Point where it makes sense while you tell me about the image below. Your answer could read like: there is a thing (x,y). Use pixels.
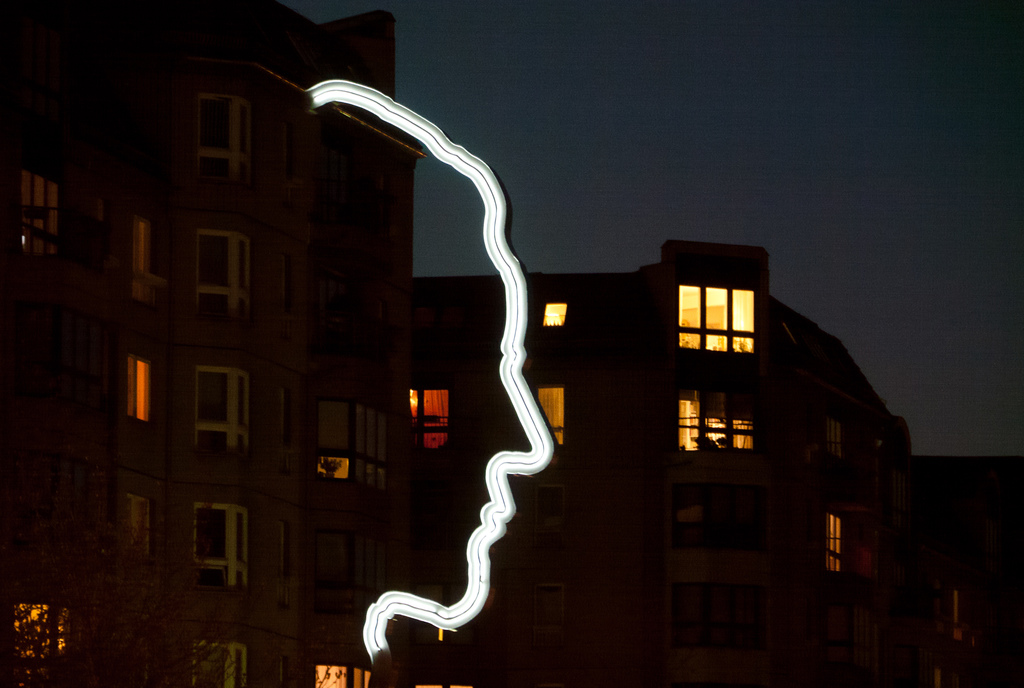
In this image I can see a white colour thing (477,564) in the centre (542,440). I can also see few buildings (403,415), number of windows (544,515) and on the bottom left side of this image (187,632) I can see a tree (82,566). I can also see this image is little bit in dark.
